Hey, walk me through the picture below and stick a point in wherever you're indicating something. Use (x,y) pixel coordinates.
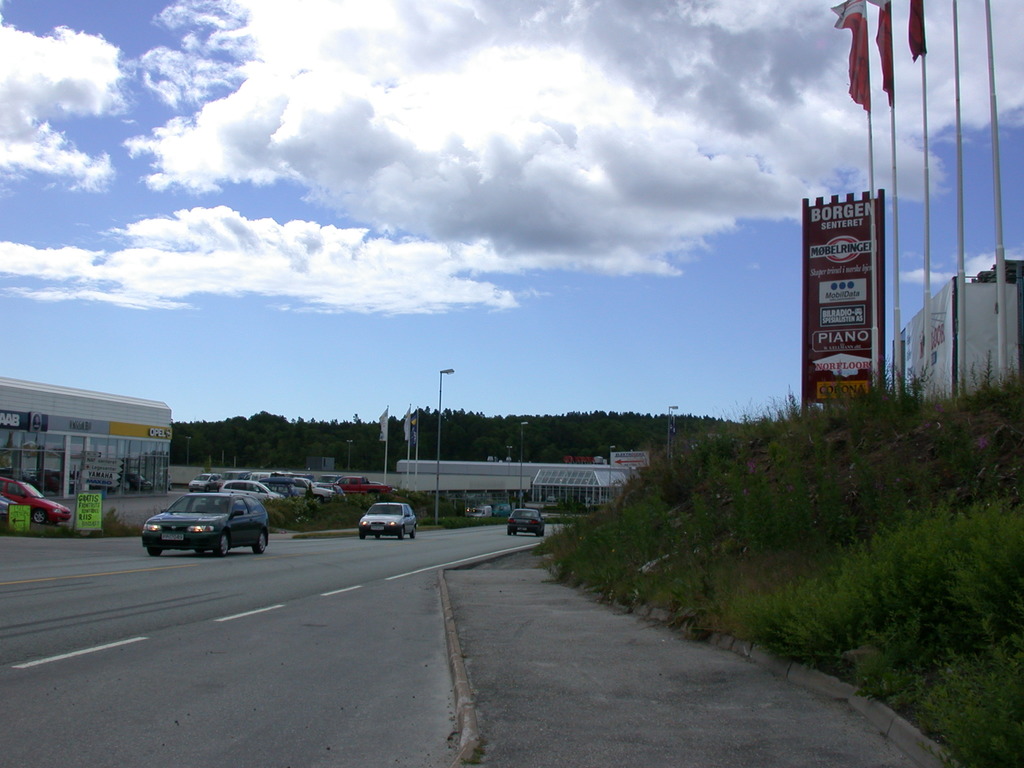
In this picture we can see plants (747,507), poles (963,325), boards (825,314), flags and vehicles (159,523). We can see buildings (123,449), trees (520,444) and road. In the background of the image (648,297) we can see sky (652,272) with clouds (661,261).
